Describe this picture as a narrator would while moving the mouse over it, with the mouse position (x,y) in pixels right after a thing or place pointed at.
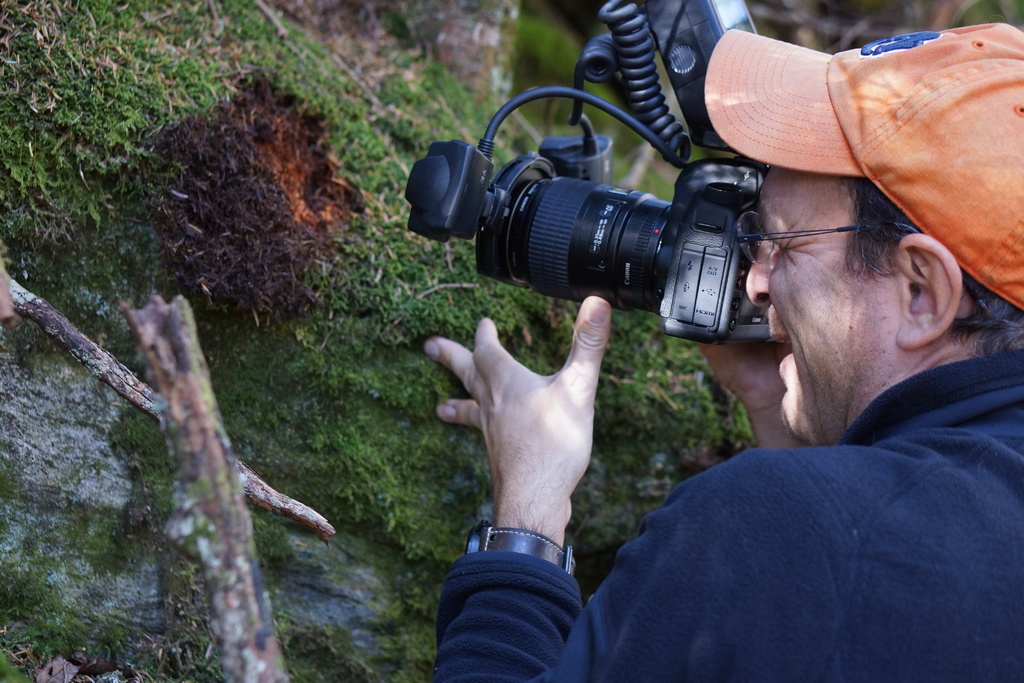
In this image i can see a person (827,427) wearing a hat (948,100) holding a camera (641,236).
